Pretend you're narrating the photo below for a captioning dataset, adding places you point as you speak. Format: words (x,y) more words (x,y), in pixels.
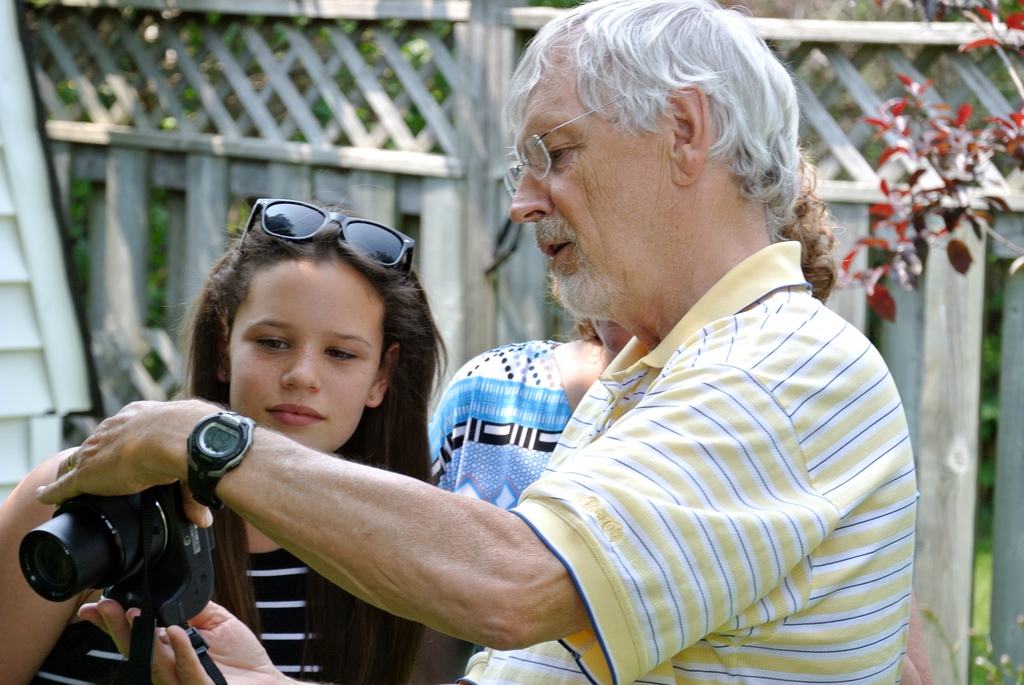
In this picture there are three persons (426,473) standing. This person (567,582) holding camera (123,540). She wore glasses (289,229). In this background (321,129) we can see fence (383,109) and trees (1022,21).
